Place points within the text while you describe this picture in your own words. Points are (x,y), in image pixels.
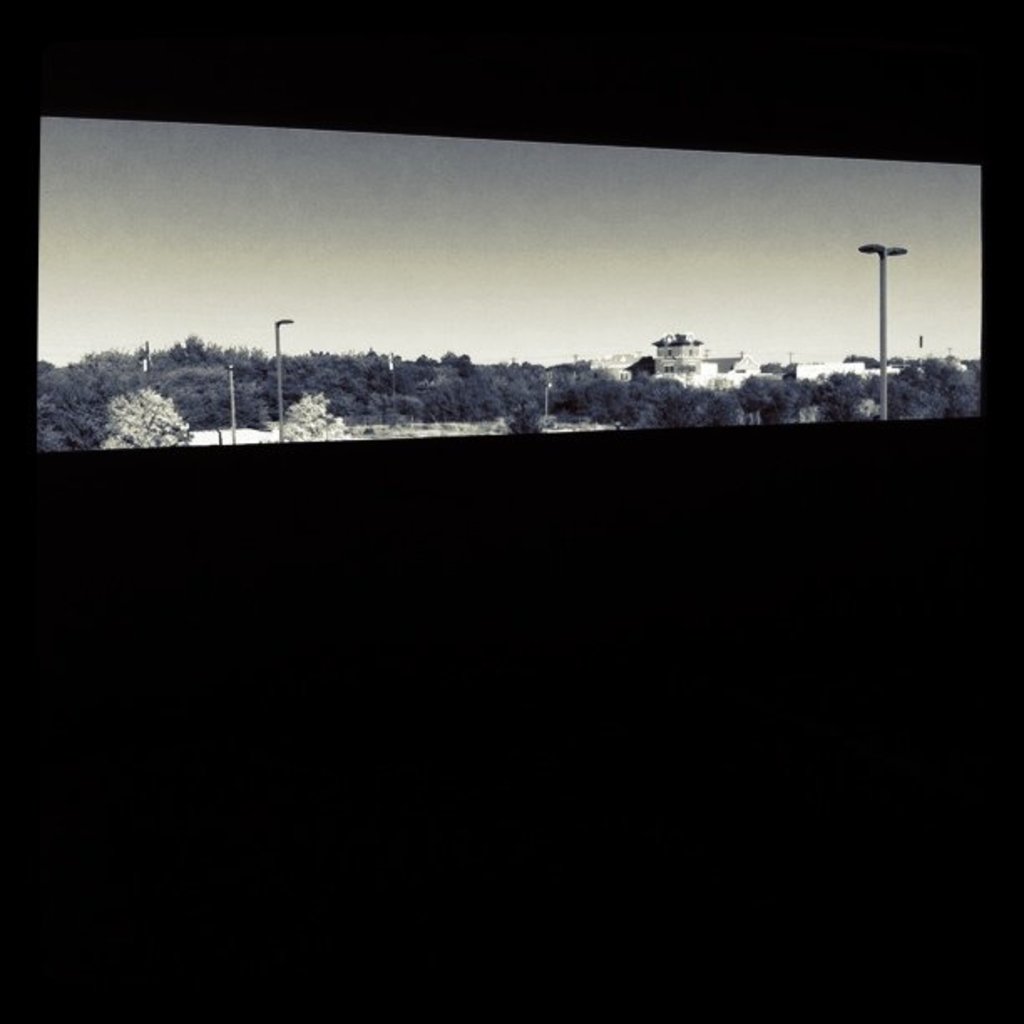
In the middle of the picture (449,405), there are many trees (456,375) and buildings (688,360). We even see street lights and in the background (588,275), we see the sky (546,208). At the bottom of the picture (468,847), it is black in color.
